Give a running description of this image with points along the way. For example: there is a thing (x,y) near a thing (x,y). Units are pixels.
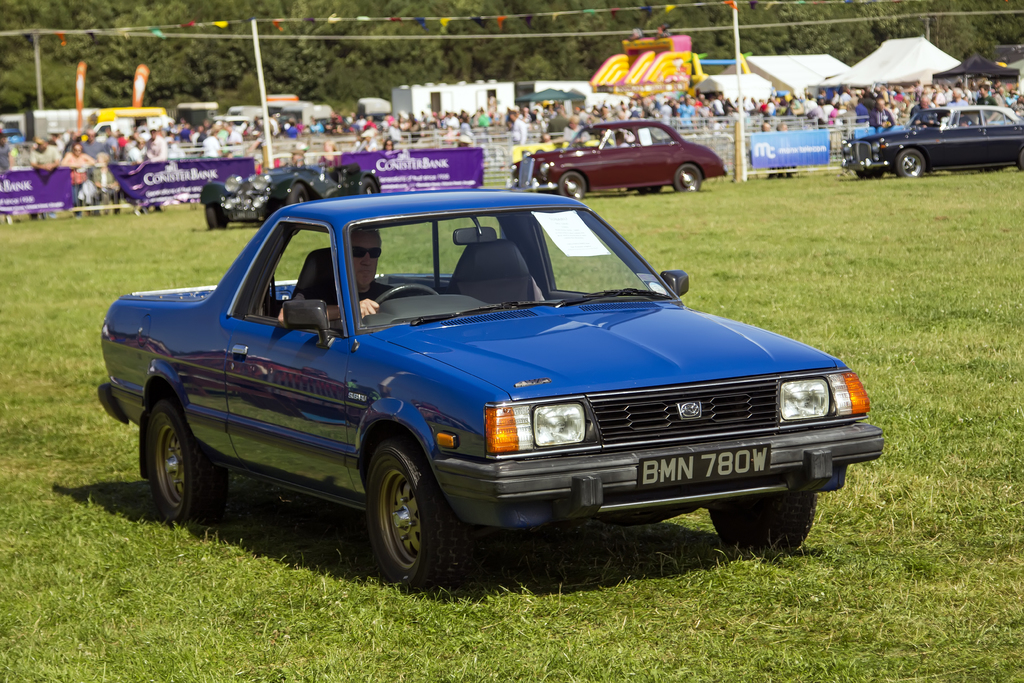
There are four cars (353,381) on the ground (1008,609). This is grass (823,269) and there are banners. In the background (753,111) we can see persons (971,96), fence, poles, flags (540,14), tents (782,65), and trees (474,69).
